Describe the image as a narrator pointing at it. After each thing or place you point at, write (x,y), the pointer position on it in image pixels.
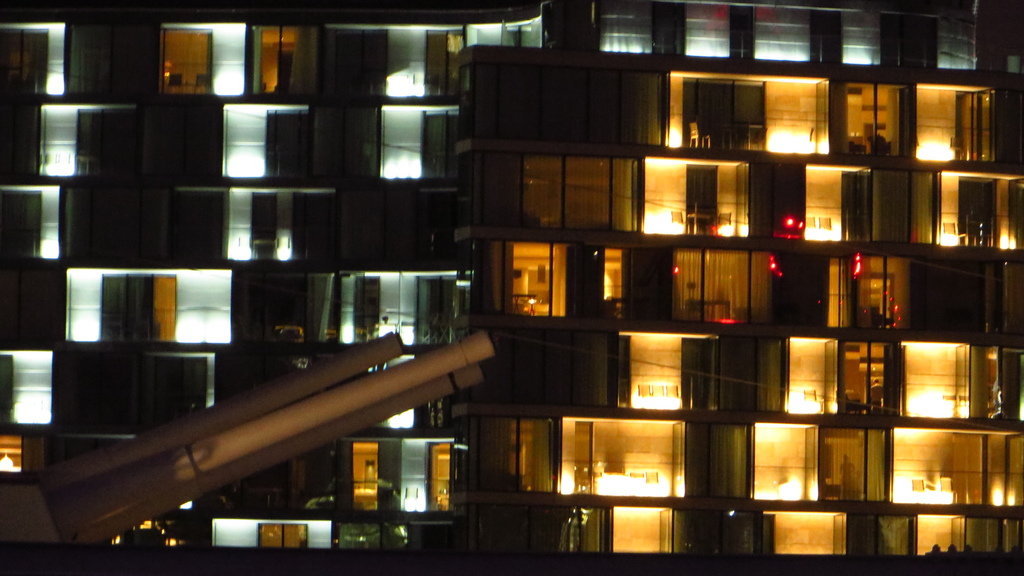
In front of the image there is an object (250,431), behind the object (254,407) there is a building (373,214) with glass walls (417,251), through the walls (682,289) we can see objects (654,385) and lights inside the rooms (816,354).
